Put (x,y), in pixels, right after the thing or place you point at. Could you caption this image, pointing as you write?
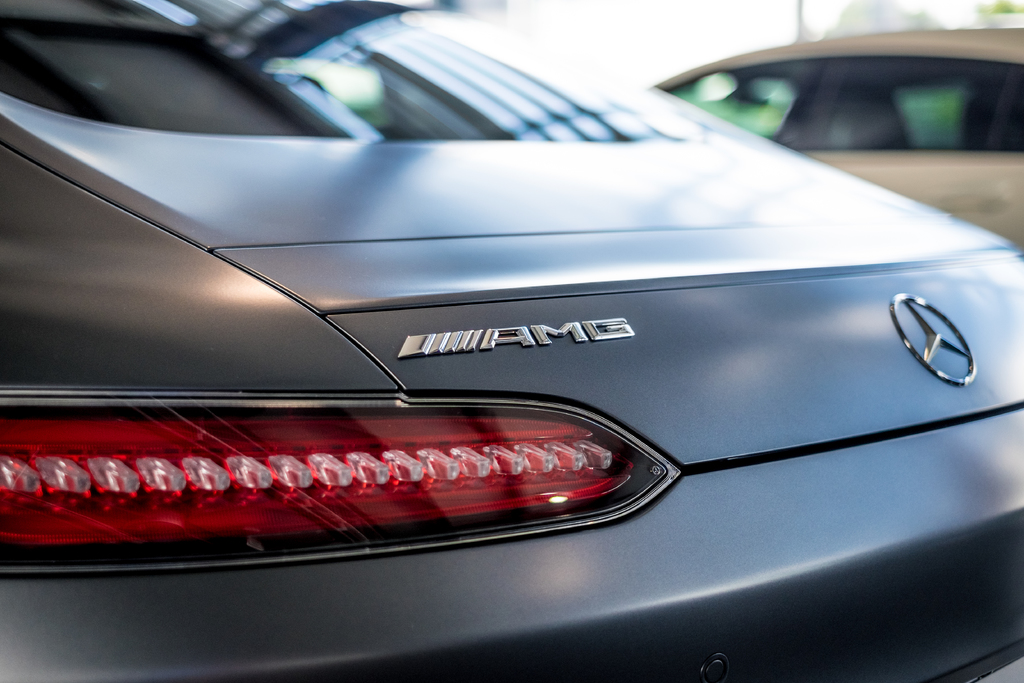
This is the picture of a car (479,487) to which there is a logo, light (442,452) and beside there is another car (1017,216).
